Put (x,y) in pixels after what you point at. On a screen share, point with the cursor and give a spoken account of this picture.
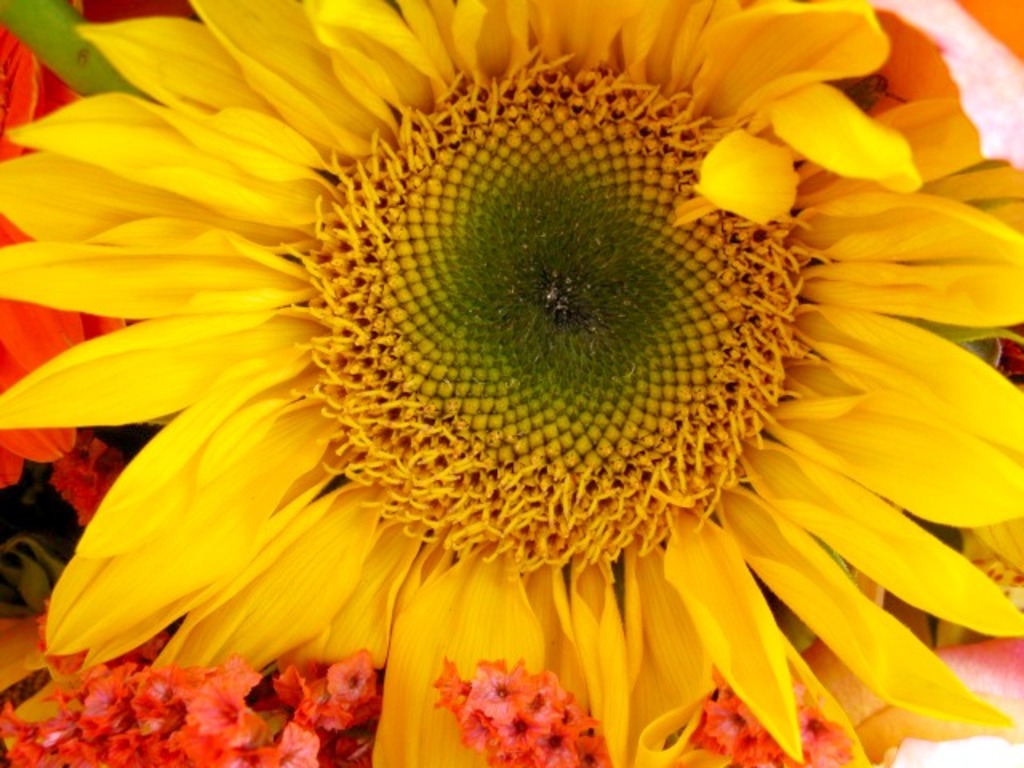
In this picture we can see a sunflower (737,369). At the bottom (595,735) we can see red color flowers (821,735).
